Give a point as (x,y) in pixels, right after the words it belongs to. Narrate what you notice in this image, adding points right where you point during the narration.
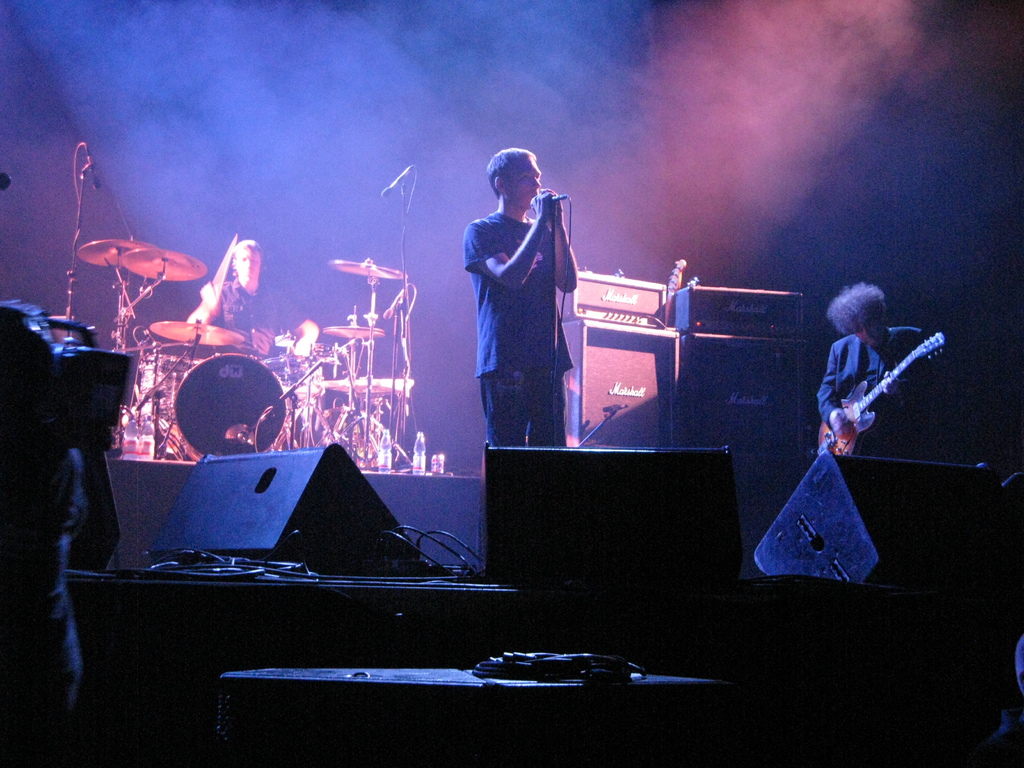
In this picture there is a man (504,291) standing and singing. There is a man (835,371) who is standing and playing guitar (862,422). There is a person (254,297) sitting on the chair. There is a mic (394,187) and other musical instruments (299,375). There is a man (50,436) holding a camera (112,393). There is a mic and wire (298,568).
